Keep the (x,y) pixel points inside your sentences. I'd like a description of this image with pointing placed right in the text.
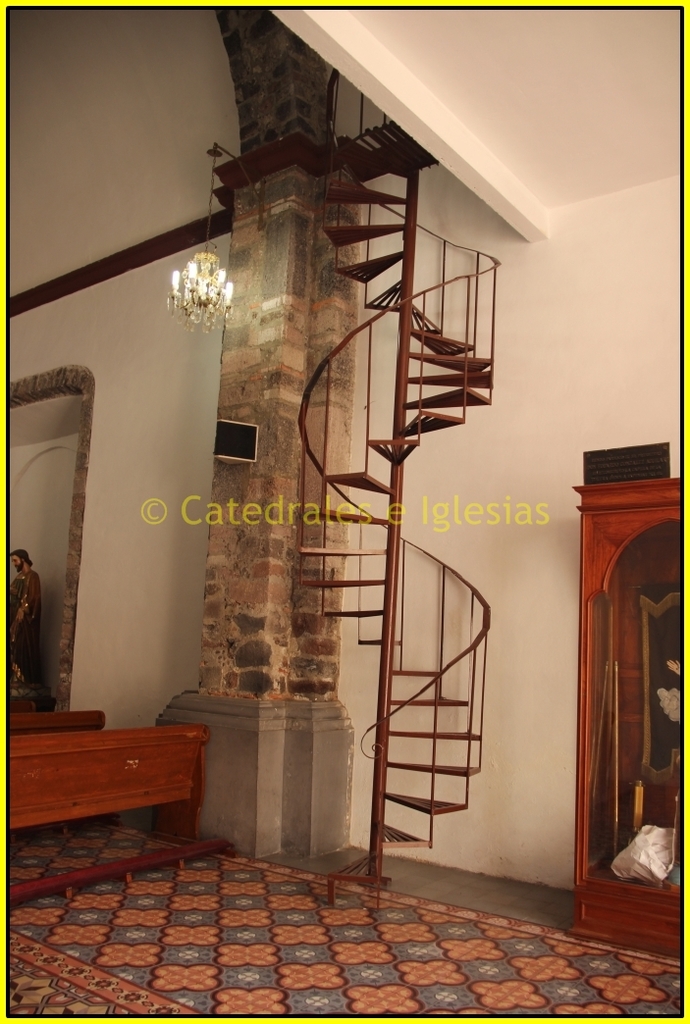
In this picture I can see the inside view of the room (436,409). On the left (28,649) there is a statue (31,612) which is placed near to the wall (61,596), beside that I can see the wooden benches (57,781). In the center (325,487) I can see the steel ladder (390,494), beside that I can see the pillar (248,396), speakers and chandelier (214,281). On the right (642,730) I can see the wooden cupboard (631,732). In the center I can see the watermark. At the bottom (179,978) it might be the carpet (186,955) on the floor (113,957).
